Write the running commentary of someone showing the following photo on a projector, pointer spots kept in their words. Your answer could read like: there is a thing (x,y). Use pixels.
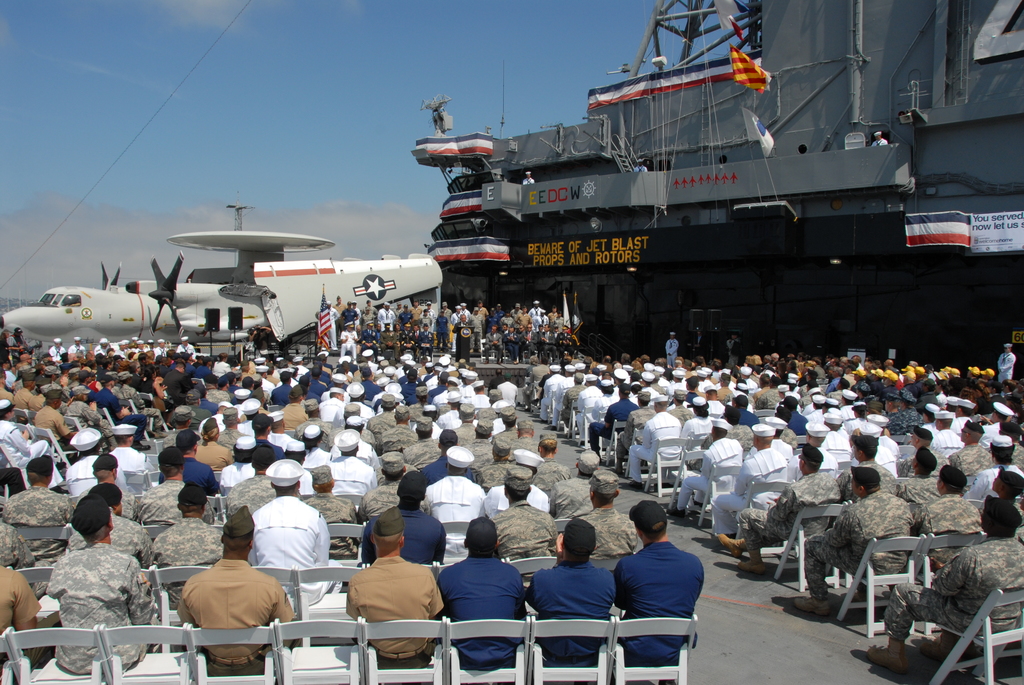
In this image we can see there is a group of people (406,548) sitting on the chair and there are other people (501,315) standing. On the side there is a ship (744,122) and flags (755,83). And there are airplanes (204,295) and the sky (258,124).
